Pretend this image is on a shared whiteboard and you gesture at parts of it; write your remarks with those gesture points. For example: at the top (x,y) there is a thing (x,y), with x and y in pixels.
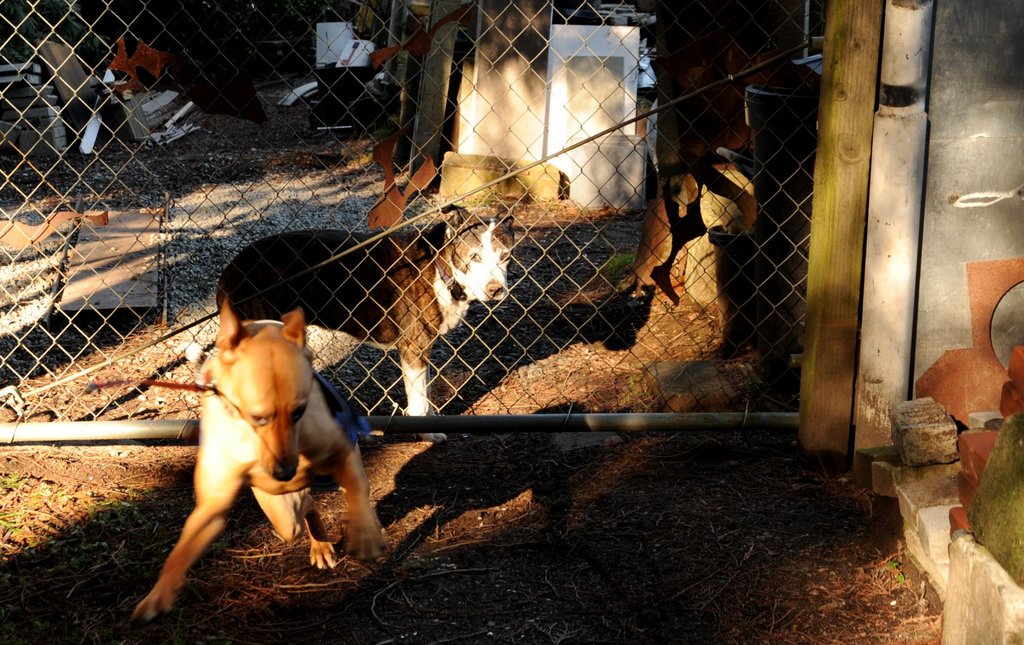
In this image in the front (279,401) there is an animal (291,446) and there are stones (928,455) and objects (987,409). In the center (472,270) there is a net (618,319) and behind the net (582,301) there are objects (382,215) and there are stones (17,110).
